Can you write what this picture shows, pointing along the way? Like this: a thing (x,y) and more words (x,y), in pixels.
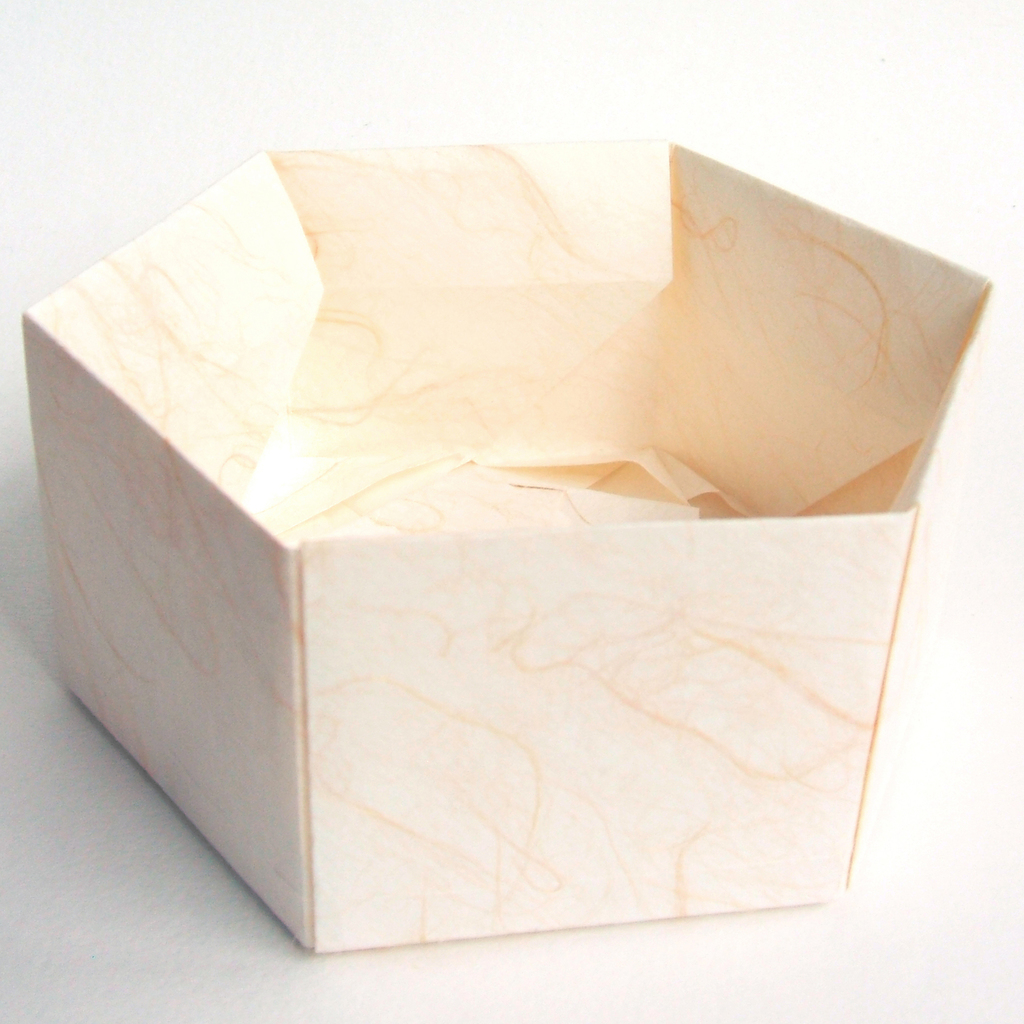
In this picture it looks like a parcel box (588,502) and I can see white color background (77,153).
